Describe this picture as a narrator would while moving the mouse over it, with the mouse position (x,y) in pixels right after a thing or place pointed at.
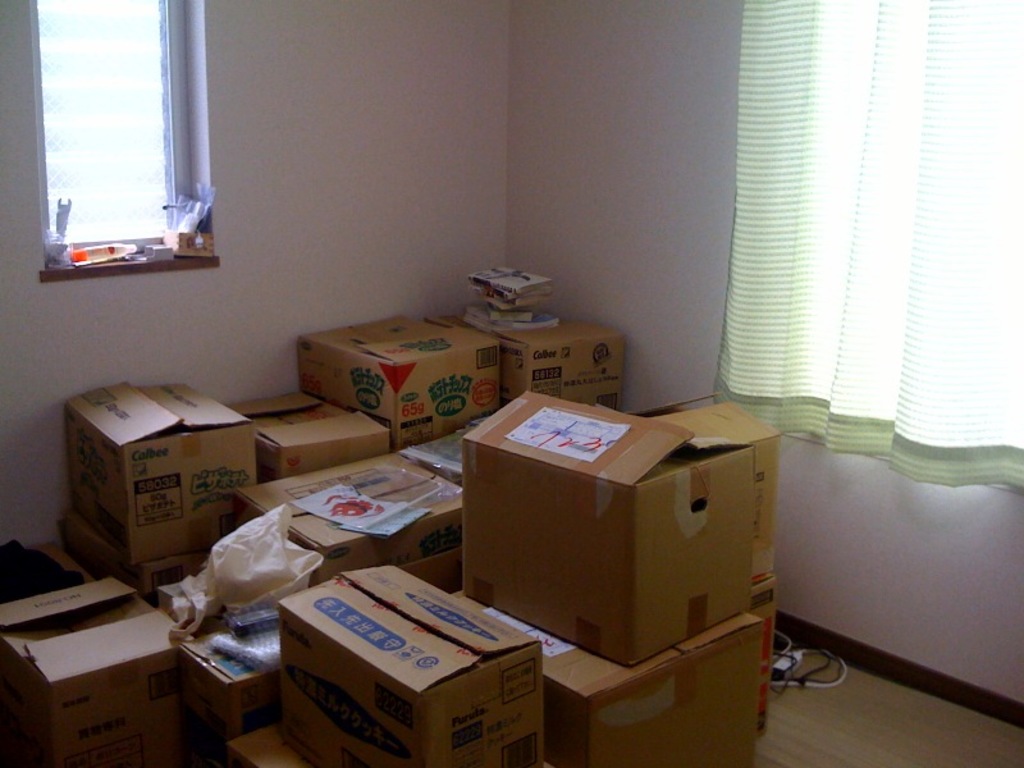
In this picture I can see many carton boxes (566,642) which are kept on the floor (781,708). On the left (76,250) I can see a bottle (87,259), paper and other objects (186,214) near to the window (104,235). On the right (1005,400) I can see the window cloth (956,192).
